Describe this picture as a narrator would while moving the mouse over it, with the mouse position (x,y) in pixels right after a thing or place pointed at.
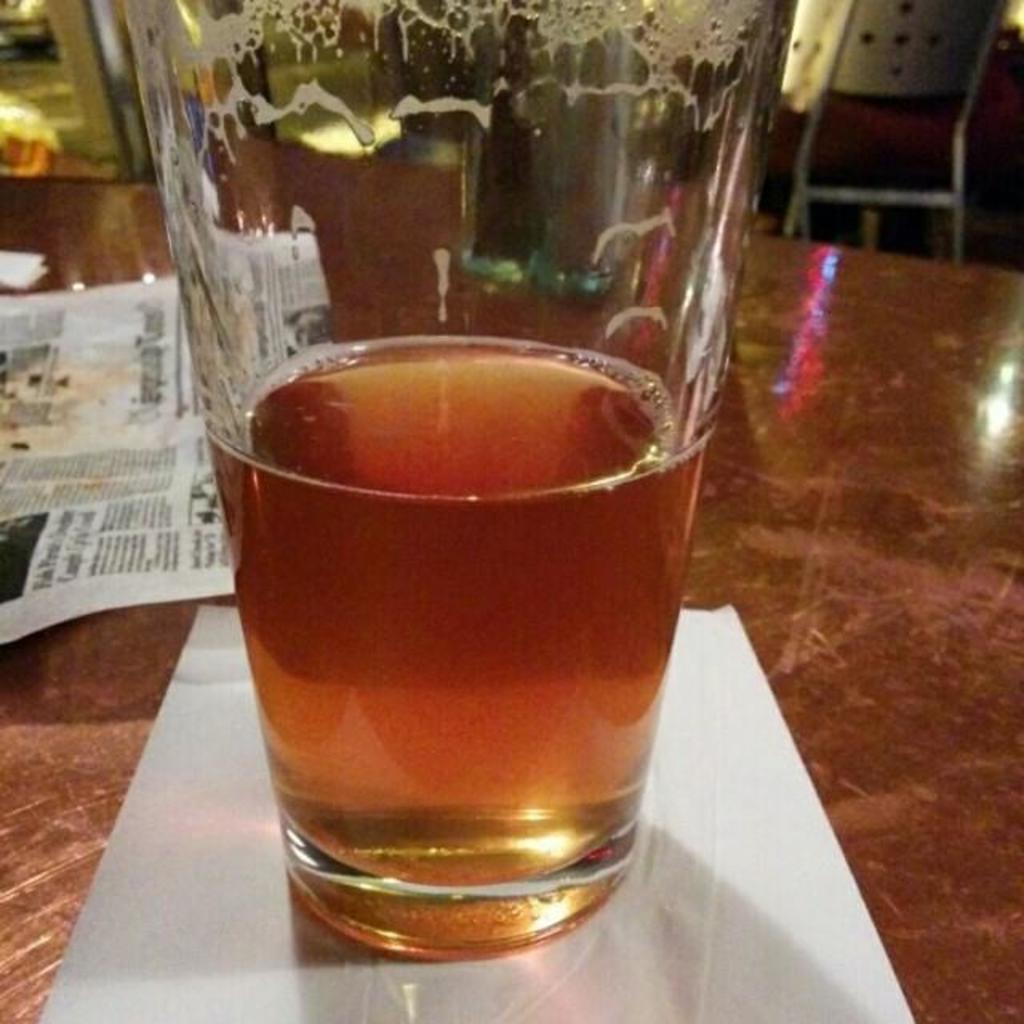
In this image there is a glass (550,480) on the table (884,534) having few papers (34,501). The glass (290,489) is filled with drink (554,670). Right top there is a chair (895,93).
